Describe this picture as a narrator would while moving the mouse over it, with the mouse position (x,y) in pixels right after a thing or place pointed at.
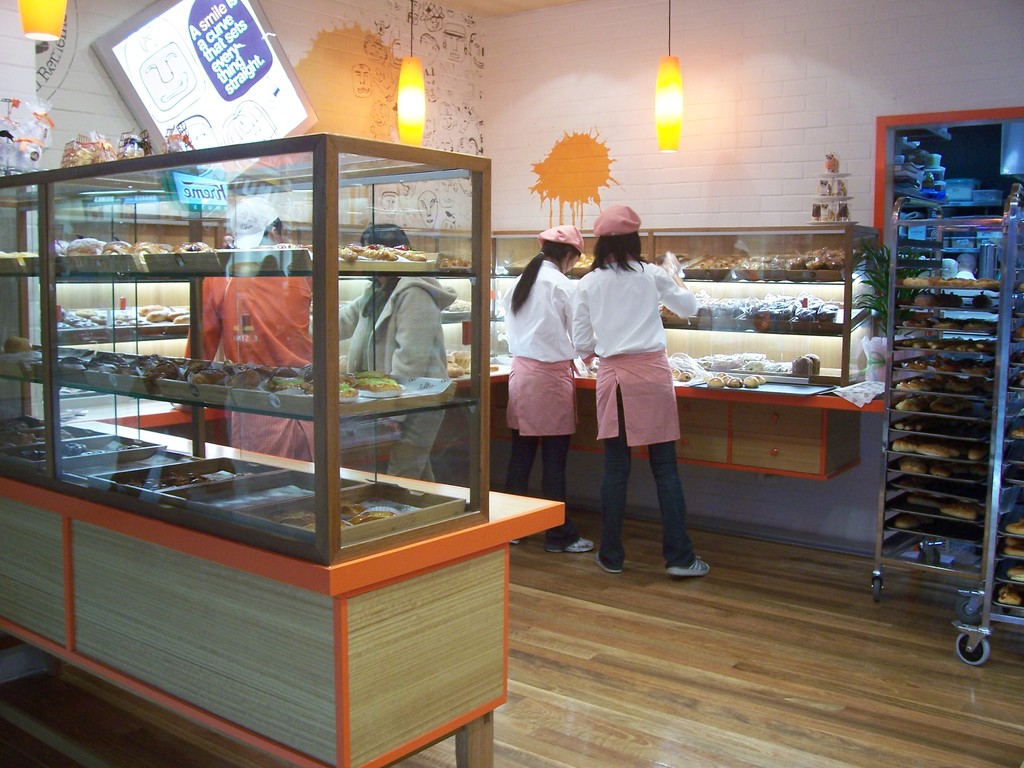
In this image I can see different types of food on the glass shelves (797,283). In the centre (609,276) I can see four persons (520,382) are standing. On the top side of this image (310,113) I can see three lights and a board (116,46) on the wall (315,48).
